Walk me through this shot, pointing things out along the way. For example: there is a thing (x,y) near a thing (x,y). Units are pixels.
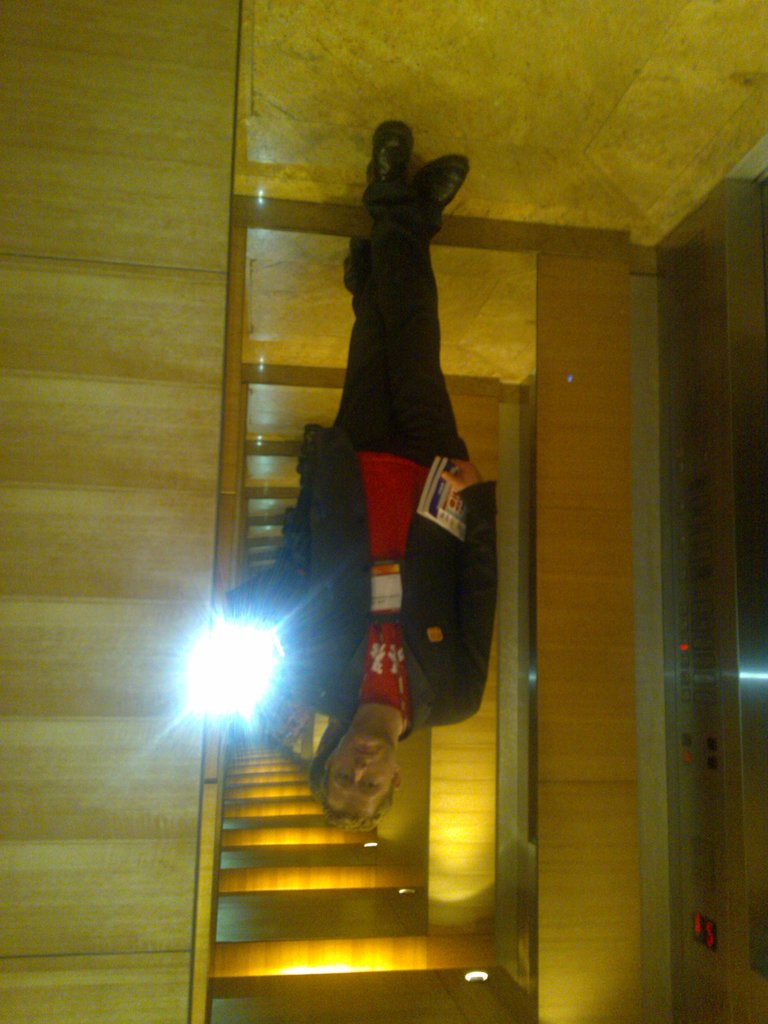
In this image there is a person (386,591) standing, the person (361,599) is holding objects (436,483), there is a light (274,653), there is a mirror (244,660) behind the person (476,561), there is wall (41,352) truncated towards the left of the image (95,459), there is an object (692,578) truncated towards the left of the image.
